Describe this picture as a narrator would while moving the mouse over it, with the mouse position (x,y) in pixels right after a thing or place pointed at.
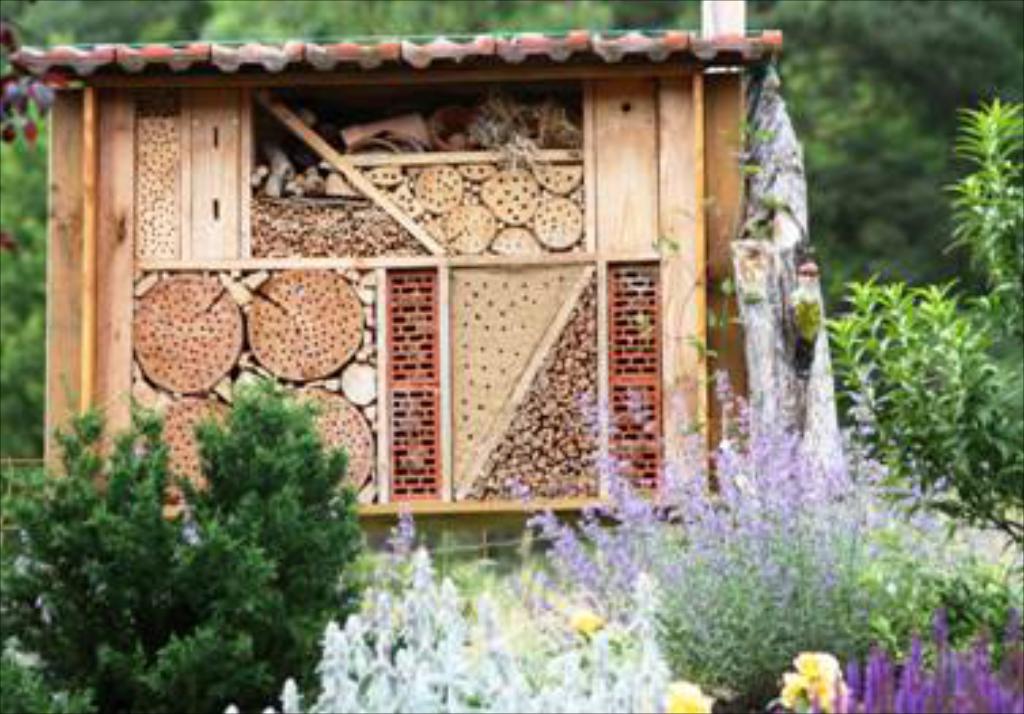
In the center of the image (452,262), we can see a shed (458,192) and in the background (534,18), there are trees (913,207) and there are plants (806,496).
